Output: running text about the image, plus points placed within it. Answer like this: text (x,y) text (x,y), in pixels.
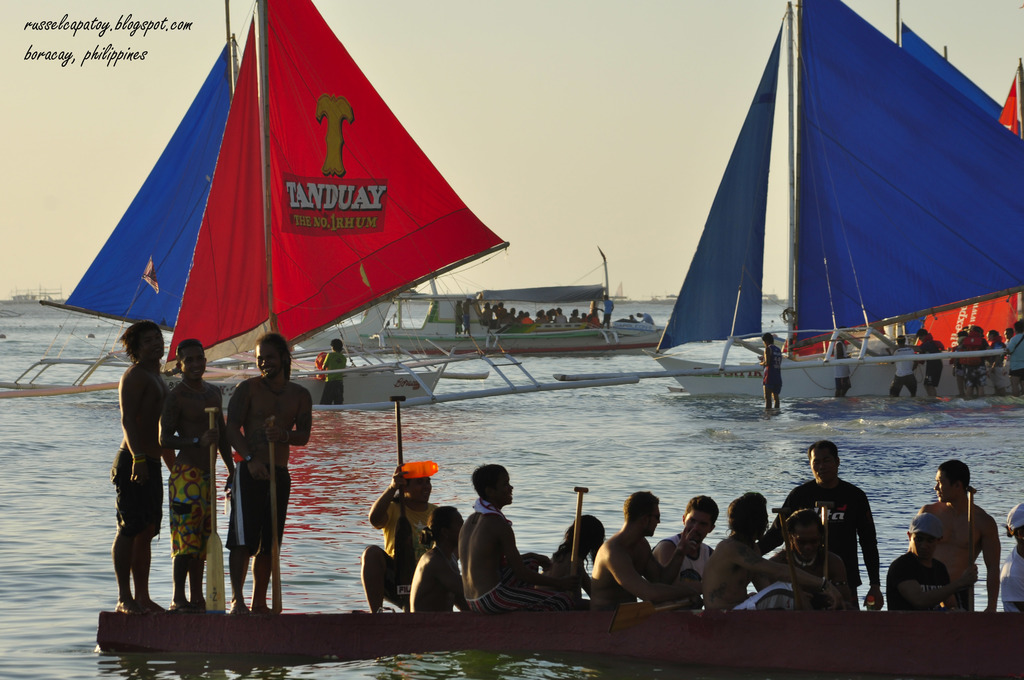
In this picture I can see group of people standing and group of people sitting on the boats (243,233), which are on the water (314,659). I can see group of people (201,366) standing in the water (639,387), and in the background (463,68) there is sky (417,139) and there is a watermark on the image.
